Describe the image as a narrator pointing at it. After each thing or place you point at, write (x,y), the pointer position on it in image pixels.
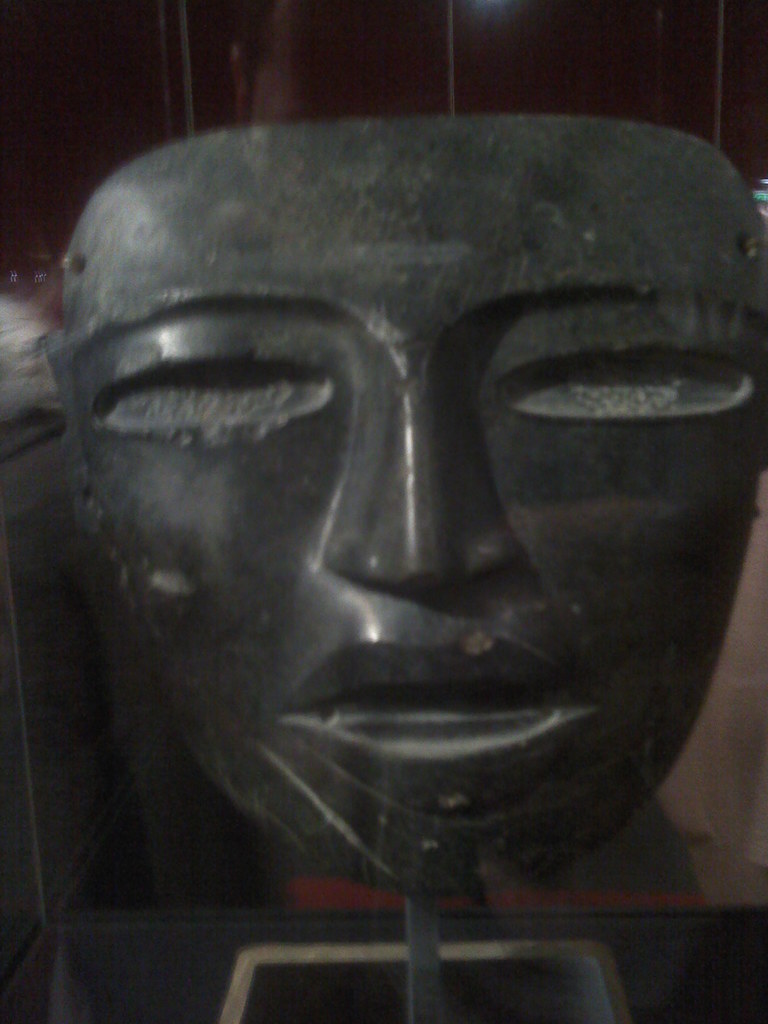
In this image we can see the sculpture (308,544). On the backside (388,67) we can see a wall (376,67).
